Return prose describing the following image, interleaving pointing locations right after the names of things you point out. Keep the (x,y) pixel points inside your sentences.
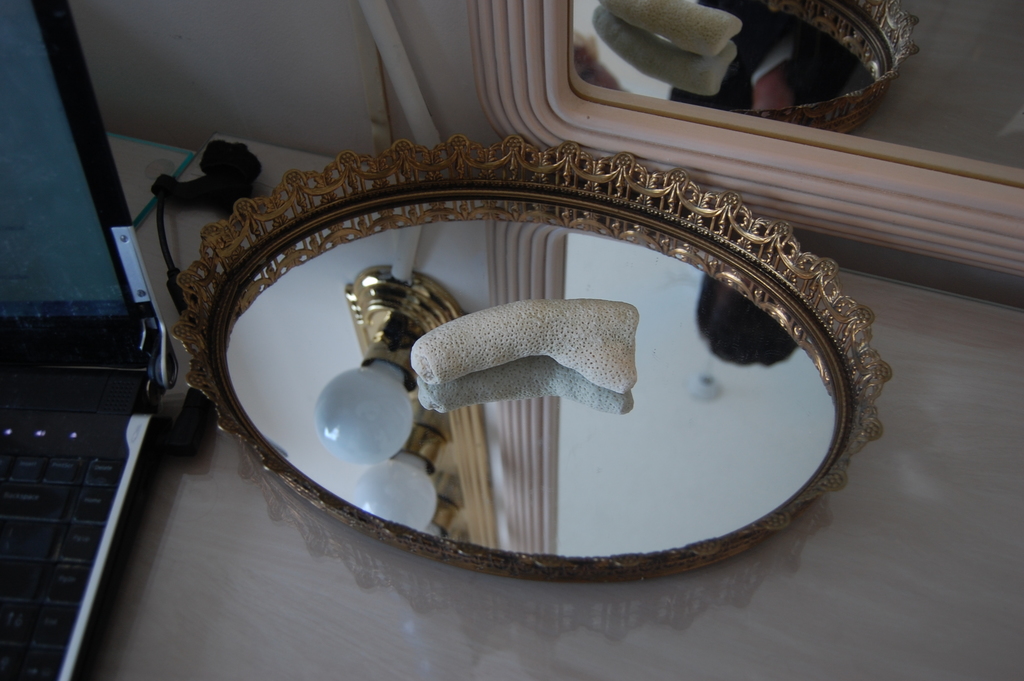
In this picture we can see a laptop (71,501) on the left side (20,470), behind it there is a mirror (464,435), we can see reflection (436,451) of a light (404,429) in the mirror (383,395).
